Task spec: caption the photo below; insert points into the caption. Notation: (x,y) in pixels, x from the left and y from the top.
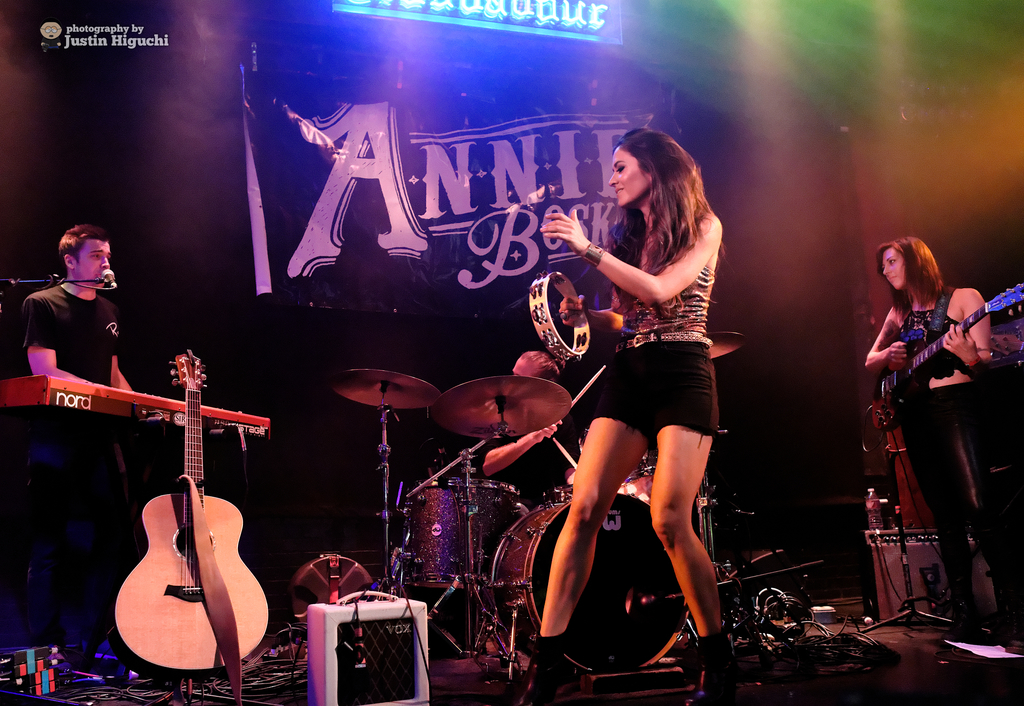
on the left (66,422) a man (66,422) is singing in the microphone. In the middle (650,343) a girl (651,337) is dancing. In the right (882,400). A girl (897,355) is standing and playing the guitar (879,386).
